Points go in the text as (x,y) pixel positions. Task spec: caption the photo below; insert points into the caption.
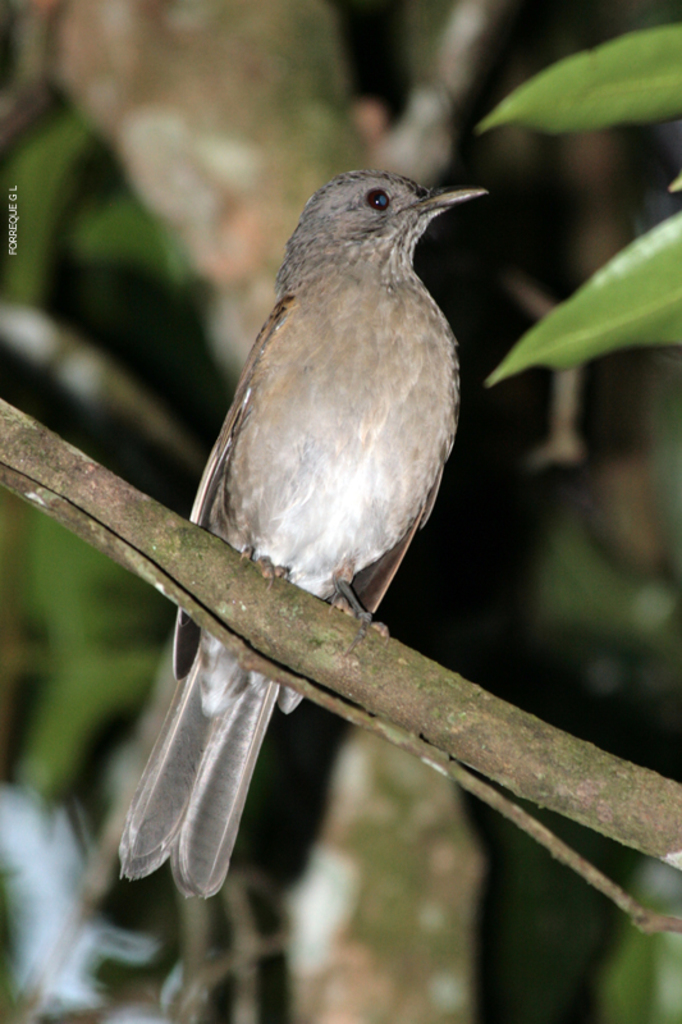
In this image there is a bird (370,470) sitting on the stem (464,709). There is a tree (264,319) in the background (238,228).
